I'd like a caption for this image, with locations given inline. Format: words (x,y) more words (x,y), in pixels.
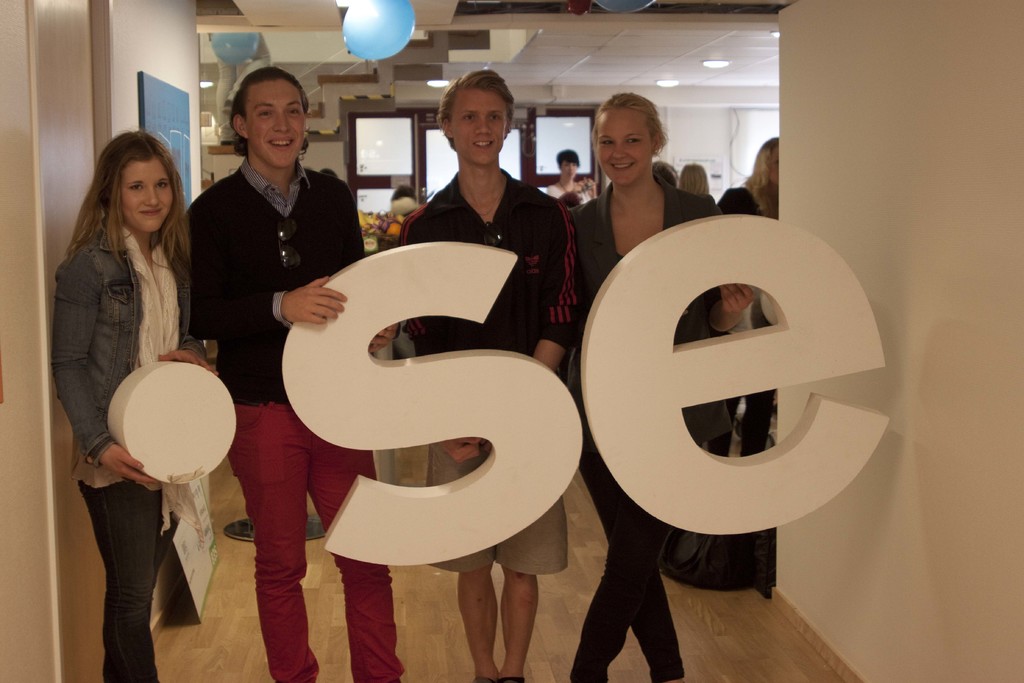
The picture is taken inside a hall (875,473). In the foreground (188,342) there are four people (180,342) they all are smiling. They are holding some structure (318,427). In the background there are many people (758,173). In the ceiling (712,69) there are lights (206,82), balloons (225,54). In the background (376,154) there is a window (569,135).
